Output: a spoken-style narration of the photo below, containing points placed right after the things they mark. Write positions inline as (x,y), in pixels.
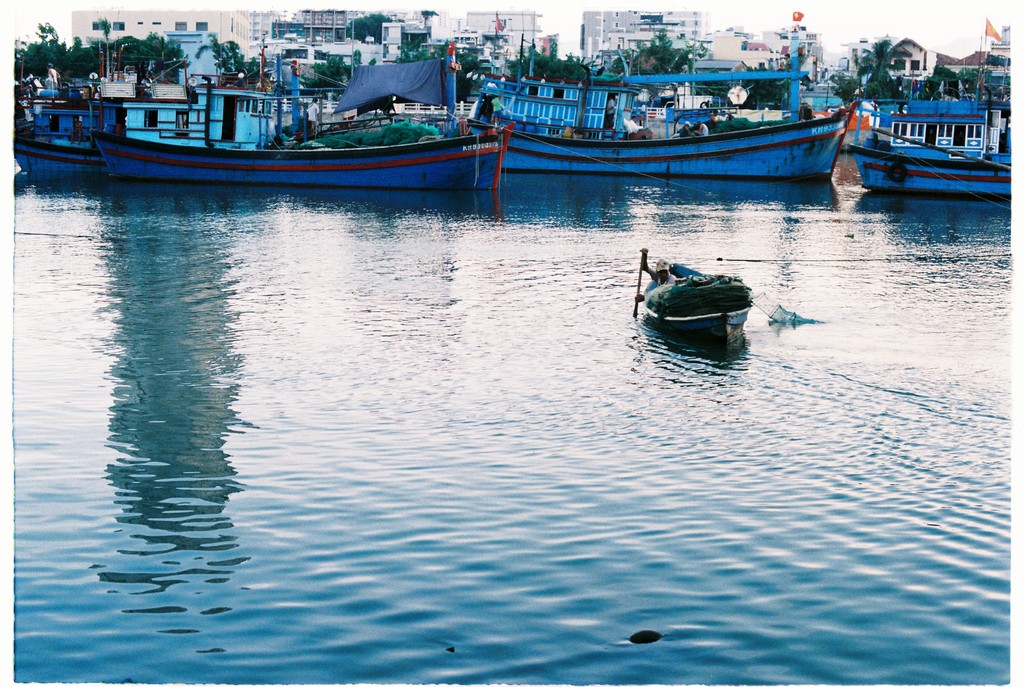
In this image there is water (457,403). Also there are boats (586,95). In the background (281,43) there are trees (565,61) and buildings (510,33). And we can see one person (667,282) on the boat (679,279) is holding a paddle (639,280).
